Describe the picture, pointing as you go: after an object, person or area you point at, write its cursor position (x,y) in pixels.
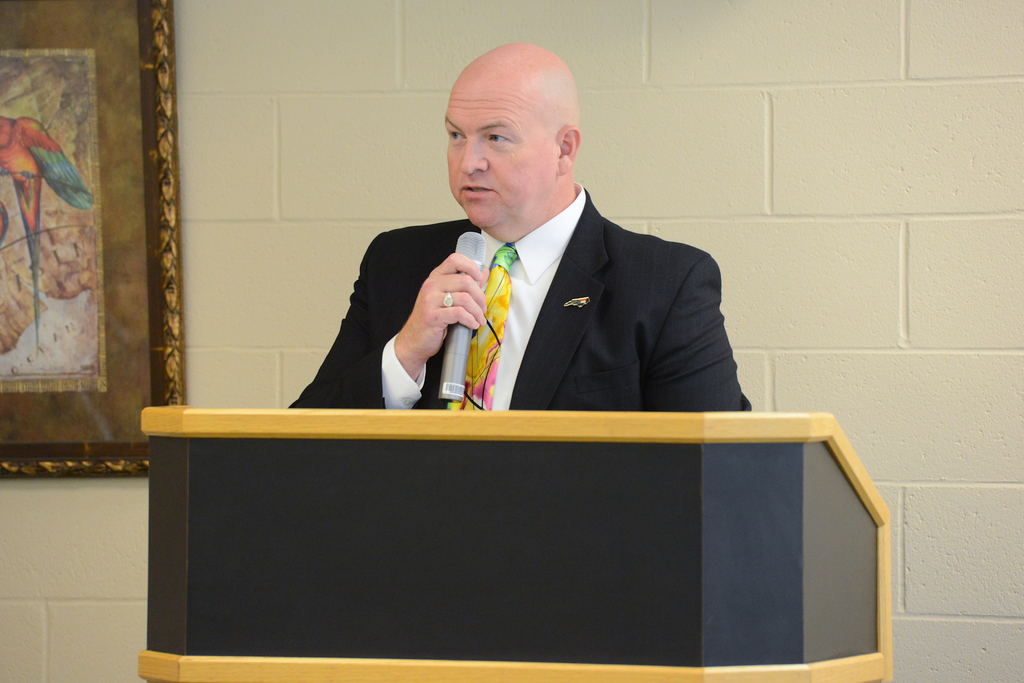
In the center of the image (459,355) there is a person (433,359) standing with mic (456,356) at the desk (616,568). In the background (847,137) there is a wall (319,257) and photo frame (63,303).
